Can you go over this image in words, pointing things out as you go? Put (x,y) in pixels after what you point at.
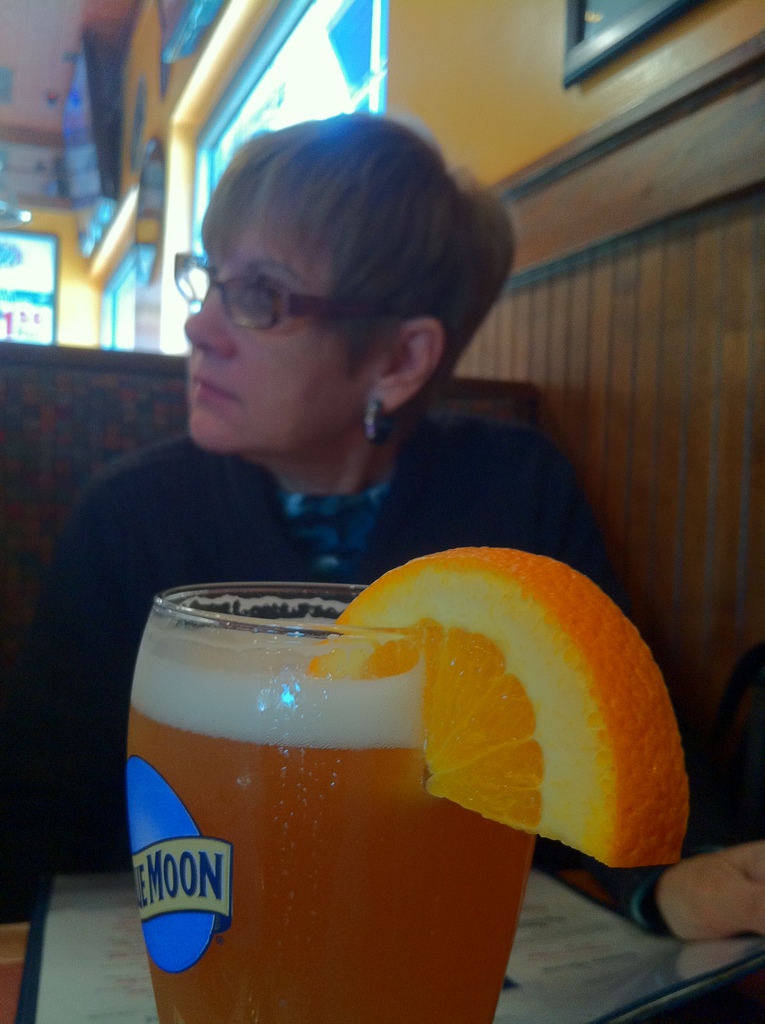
Here we can see a woman (96,596) and she has spectacles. There is a glass (228,1017) with drink (345,794) and an orange slice (596,730). In the background (548,232) we can see wall (578,237) and frames (641,1).
